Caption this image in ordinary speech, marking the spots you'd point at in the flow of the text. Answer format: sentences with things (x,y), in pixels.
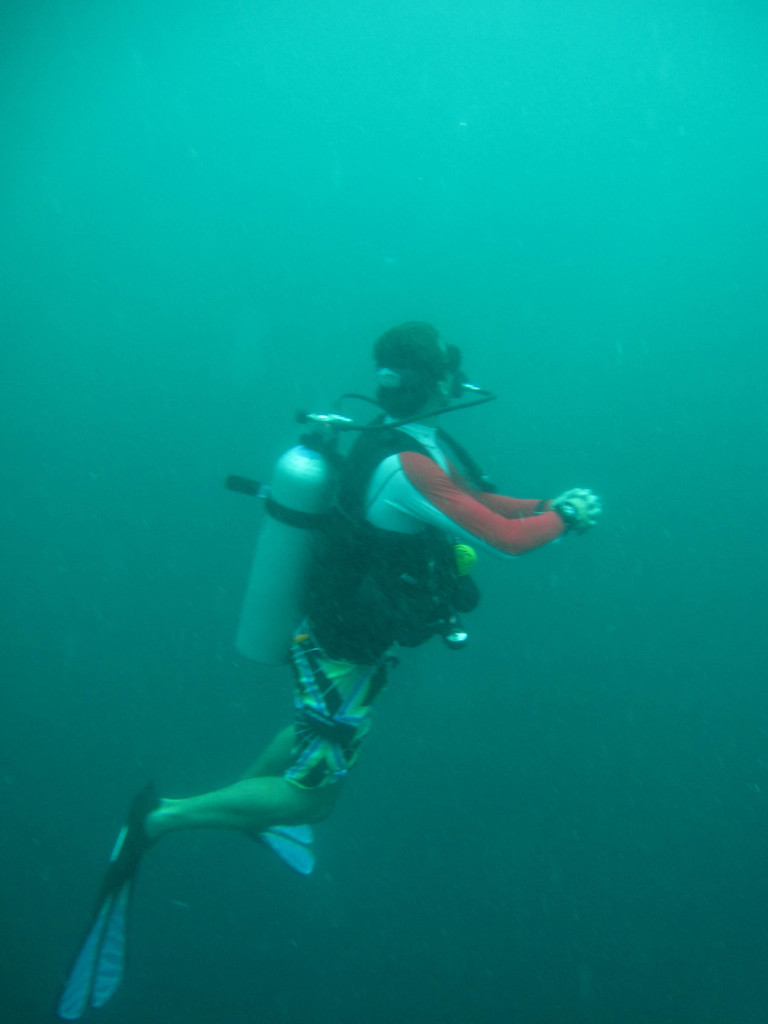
In this image there is a person (431,472) scuba diving in the water (196,793).
